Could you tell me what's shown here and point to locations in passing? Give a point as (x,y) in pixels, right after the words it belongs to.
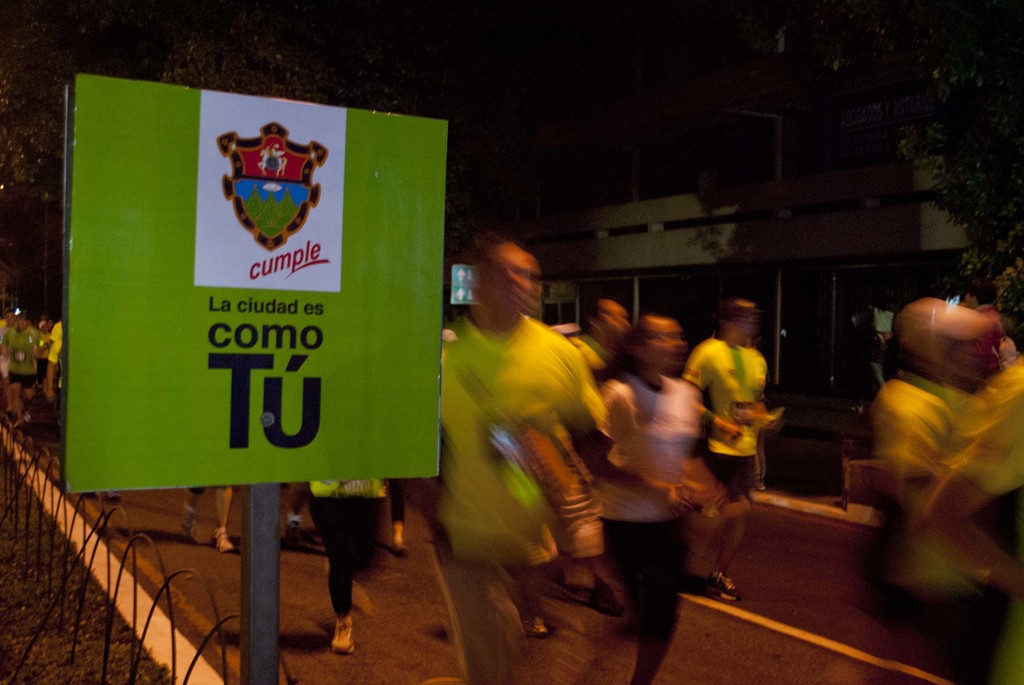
Here in this picture on the left side (246,404) we can see a hoarding board (171,277) present on the pole (246,556) over there and we can also see a fencing (27,501) beside it on the ground (104,629) and on the right side (707,501) we can see number of people (533,459) running on the road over there and beside them we can see a building (729,254) present and we can also see light posts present and we can see trees (995,267) also present over there.
